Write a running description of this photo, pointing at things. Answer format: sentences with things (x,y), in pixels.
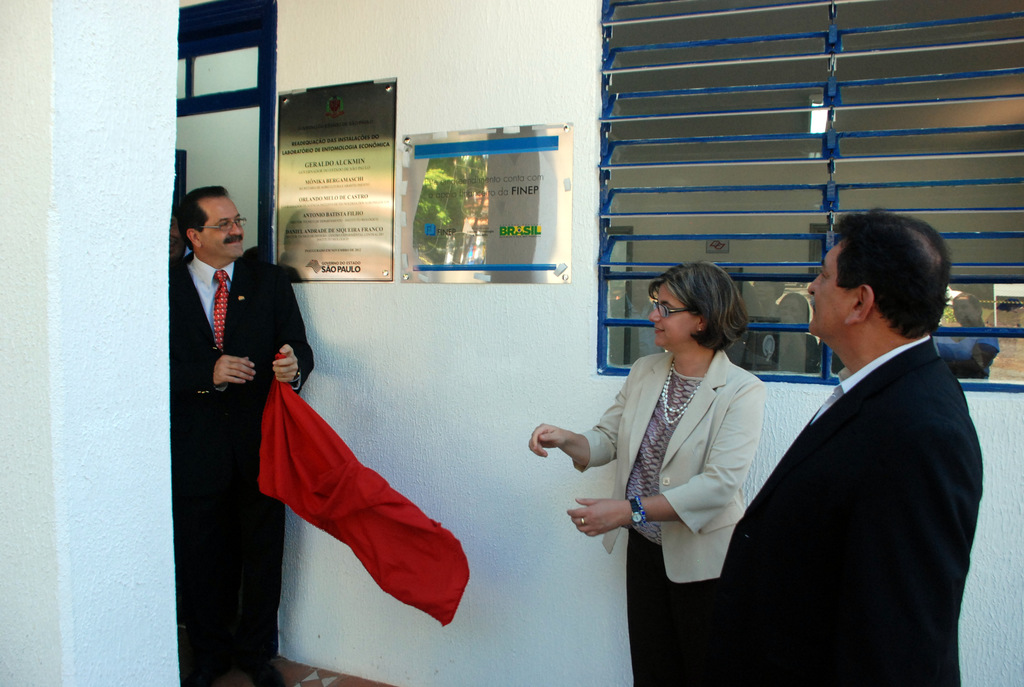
In this picture we can see two men (222,496) and a woman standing on the floor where a man (284,370) holding a red cloth (360,521) with his hand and in the background (312,32) we can see frames (407,249) on the wall (546,113), window (716,94).
